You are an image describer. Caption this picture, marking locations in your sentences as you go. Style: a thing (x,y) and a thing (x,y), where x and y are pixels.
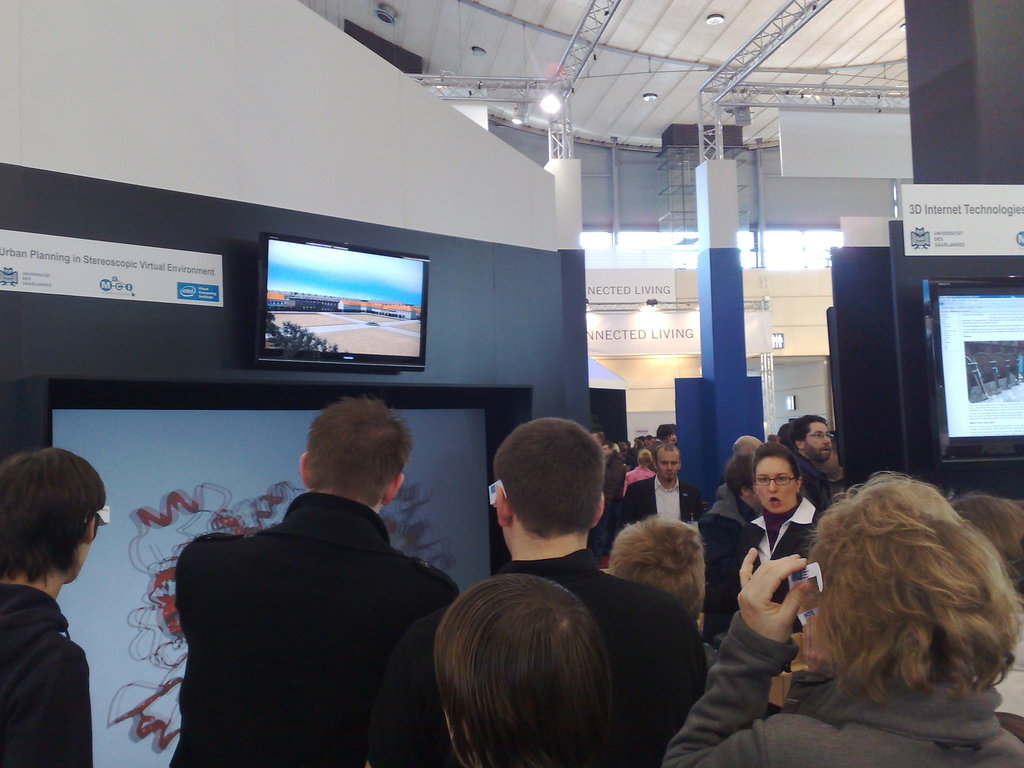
In this image I can see a group of people (525,454) are standing on the floor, screens (477,486), wall (302,191) and pillars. In the background (635,301) I can see boards (670,330), metal rods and lights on a rooftop (600,111). This image is taken may be in a hall (633,35).
